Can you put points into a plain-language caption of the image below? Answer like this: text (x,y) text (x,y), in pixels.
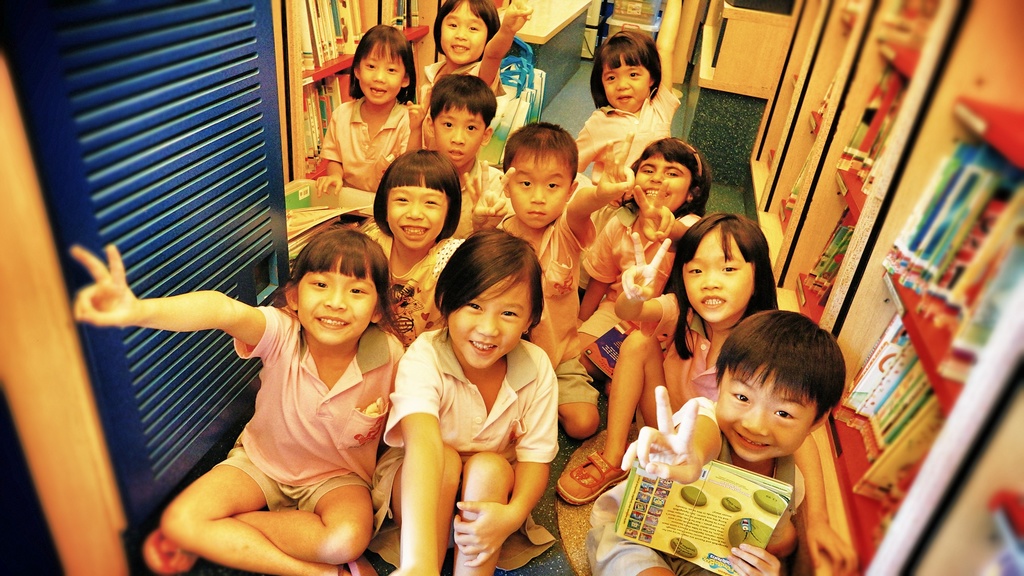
In this image there are group of children (478,223) sitting on the floor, there are children (510,492) truncated towards the bottom of the image (739,410), there is a child (722,456) holding an object (716,482), there is a shelf (905,220) truncated towards the right of the image (945,248), there are objects (857,161) in the shelf (854,324), there is a shelf (300,76) truncated towards the top of the image (297,88), there is a table (558,36) truncated towards the top of the image (541,35), there are books (317,28) truncated towards the top of the image (336,34), there is an object (630,23) truncated towards the top of the image (616,22), there is door (189,106) truncated towards the top of the image (150,184), there is an object (25,292) truncated towards the left of the image (37,289).
